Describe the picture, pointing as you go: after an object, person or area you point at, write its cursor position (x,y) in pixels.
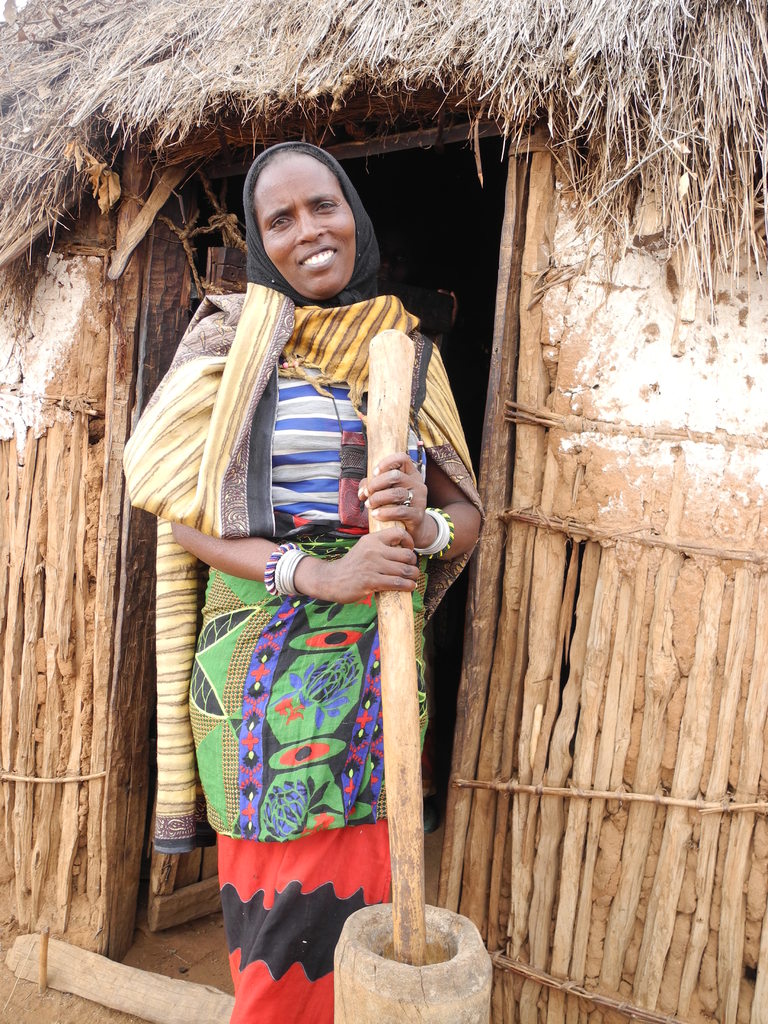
In this image we can see a lady (336,676) and holding an object (407,745) in her hand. There is a hut (664,479) in the image.
